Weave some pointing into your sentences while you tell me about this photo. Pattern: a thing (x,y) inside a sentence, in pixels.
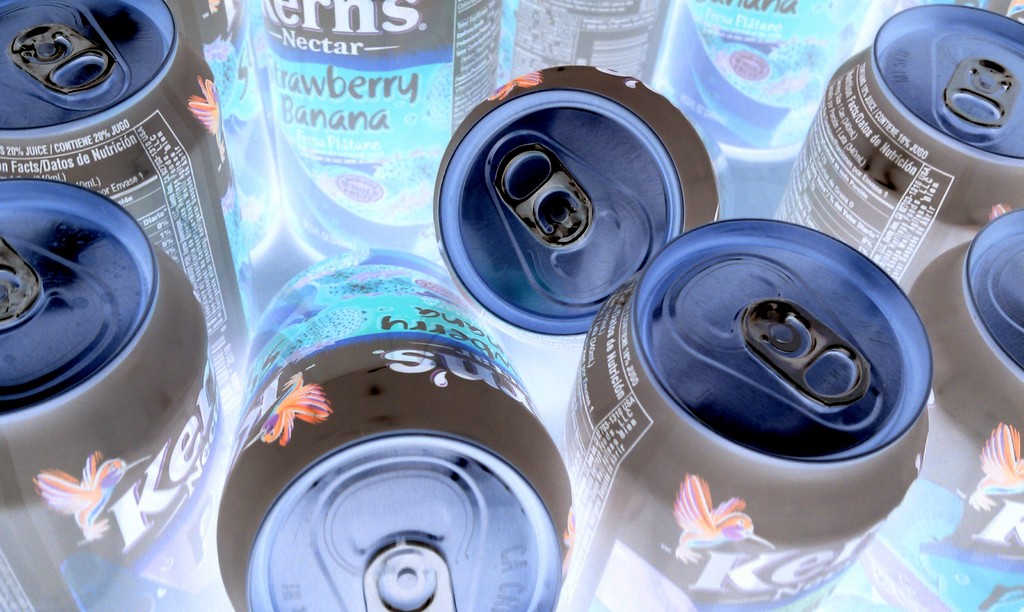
In this picture we can see tins (938,311).
